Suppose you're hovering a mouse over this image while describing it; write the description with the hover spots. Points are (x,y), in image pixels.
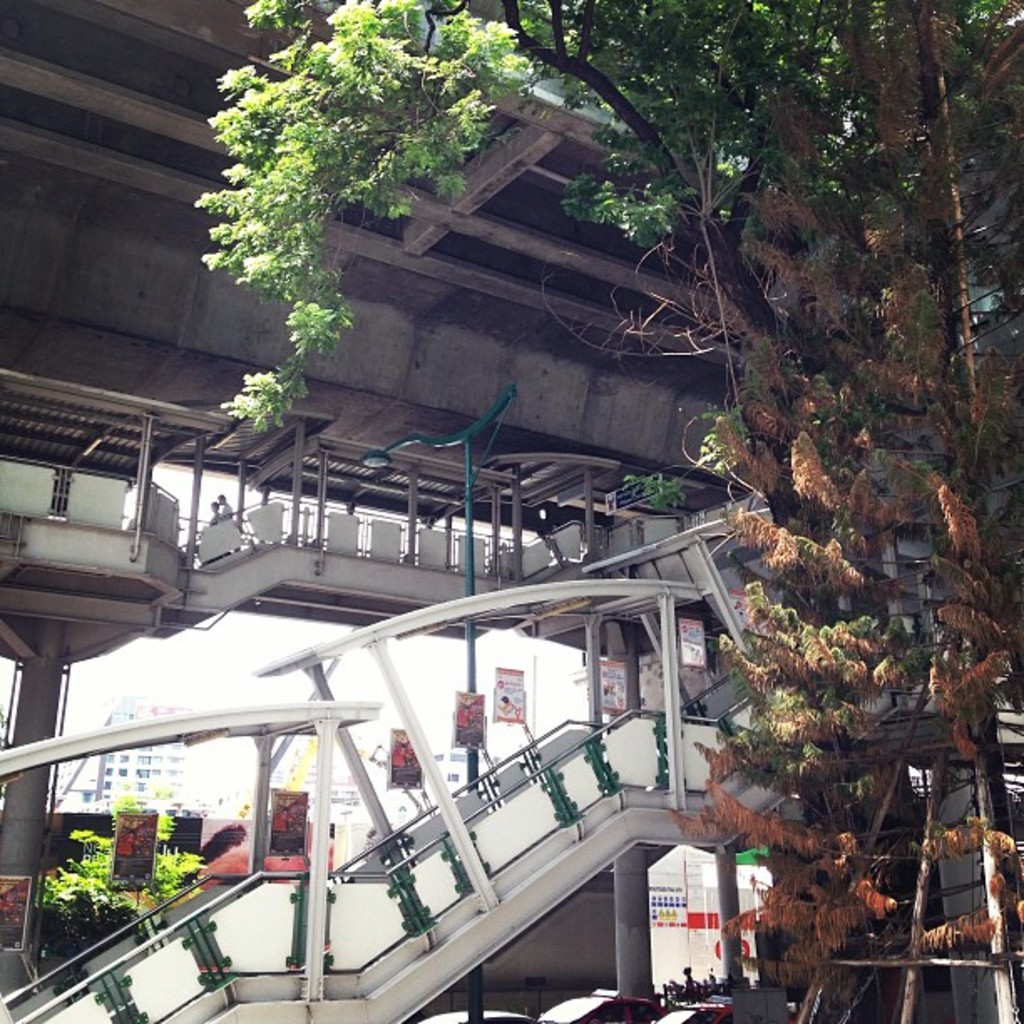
In the picture I can see a staircase (530,775) which is in white color and there are trees (821,521) beside it in the right corner (851,487) and there is a bridge (172,205) above it.
